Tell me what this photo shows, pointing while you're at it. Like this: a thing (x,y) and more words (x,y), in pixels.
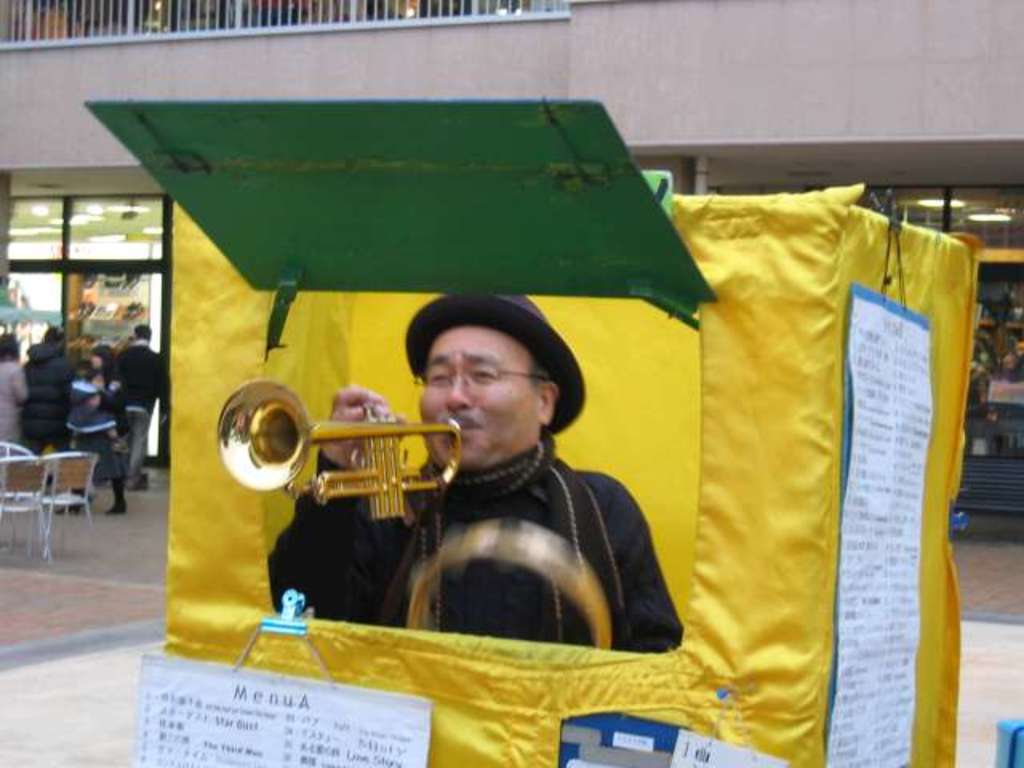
In this image I can see a person (463,474) is playing a musical instrument (363,433). The person (509,387) is standing in a yellow color object (467,681). Here I can see a board (253,732) on which something written on it. In the background (77,425) I can see chairs (65,497) and people (89,434) are standing. Here I can see a building (416,66).
